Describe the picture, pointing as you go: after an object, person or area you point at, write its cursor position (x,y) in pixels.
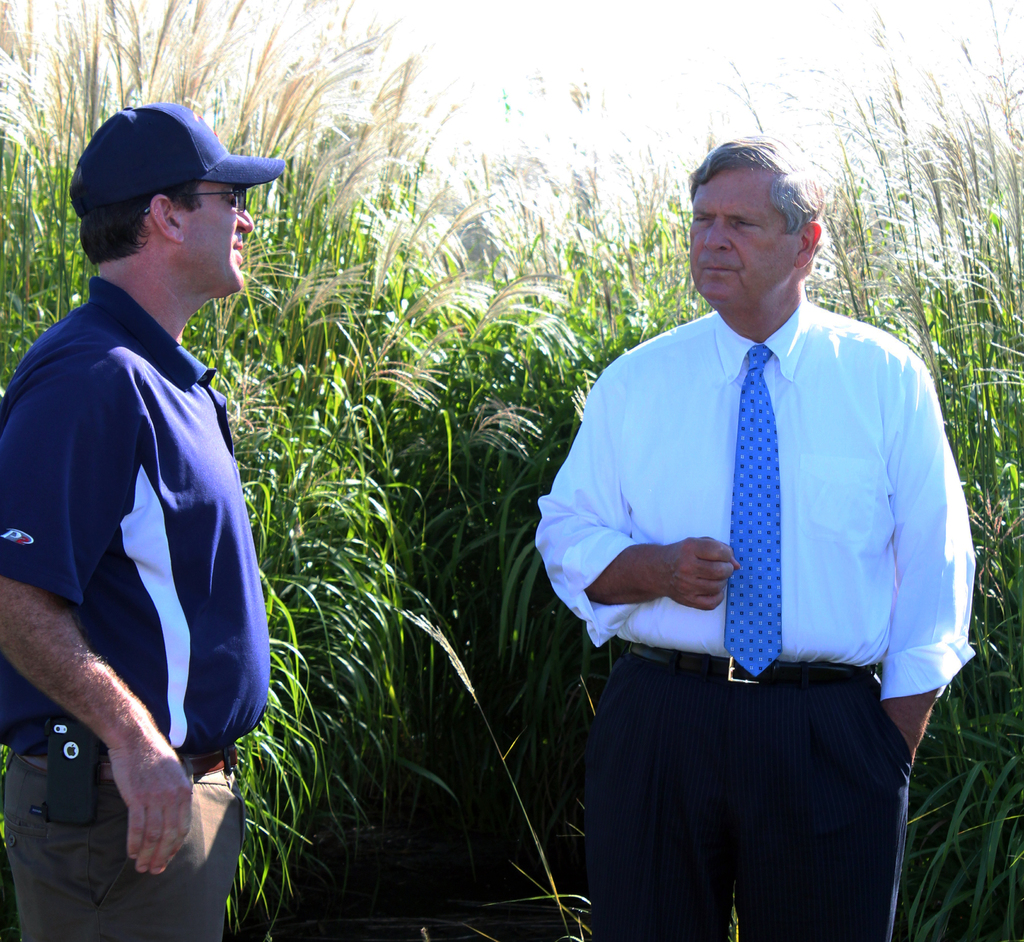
In the foreground of the picture (114,463) there are two person (103,599) standing, behind them there is weed (490,286). It is sunny.
